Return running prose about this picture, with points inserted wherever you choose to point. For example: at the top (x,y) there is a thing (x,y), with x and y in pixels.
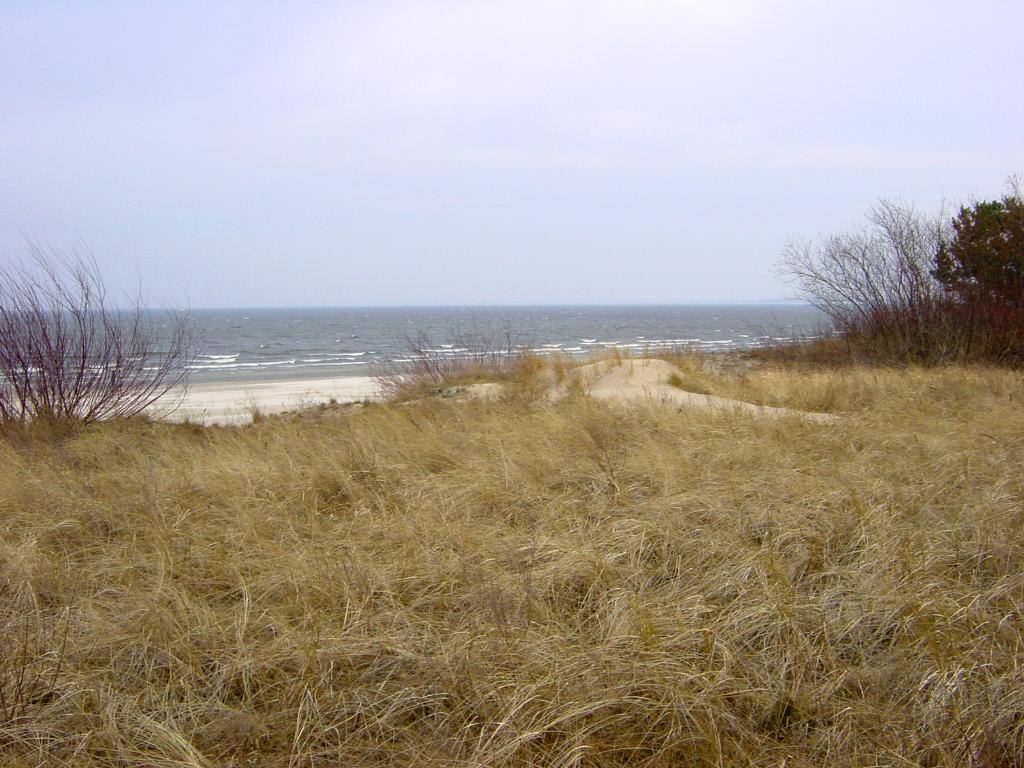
In this image there is dry grass (472,557) in the center (382,504) on the ground (468,580) and in the background (403,347) there is water (450,334), and the sky (494,290) is cloudy. On the right side (923,302) there are trees (926,298), and on the left side (66,381) there is a dry tree (93,380).
